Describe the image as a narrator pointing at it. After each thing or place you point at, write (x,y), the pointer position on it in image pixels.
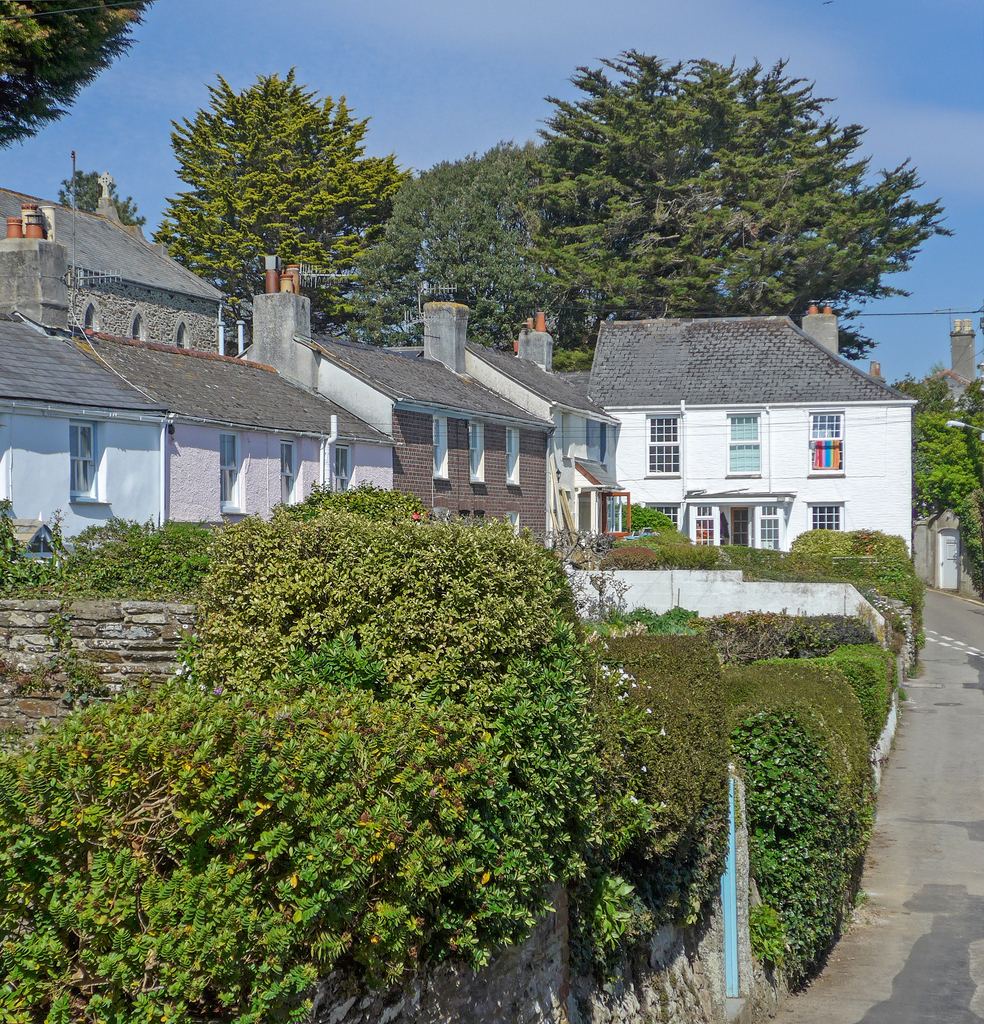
In this image, I can see the buildings (210,472) with the windows (819,424) and the bushes (368,628). These are the trees (242,225), which are behind the buildings (779,350). At the top of the image (555,49), I can see the sky (625,38). On the right side of the image (939,723), It looks like a pathway (934,753).
